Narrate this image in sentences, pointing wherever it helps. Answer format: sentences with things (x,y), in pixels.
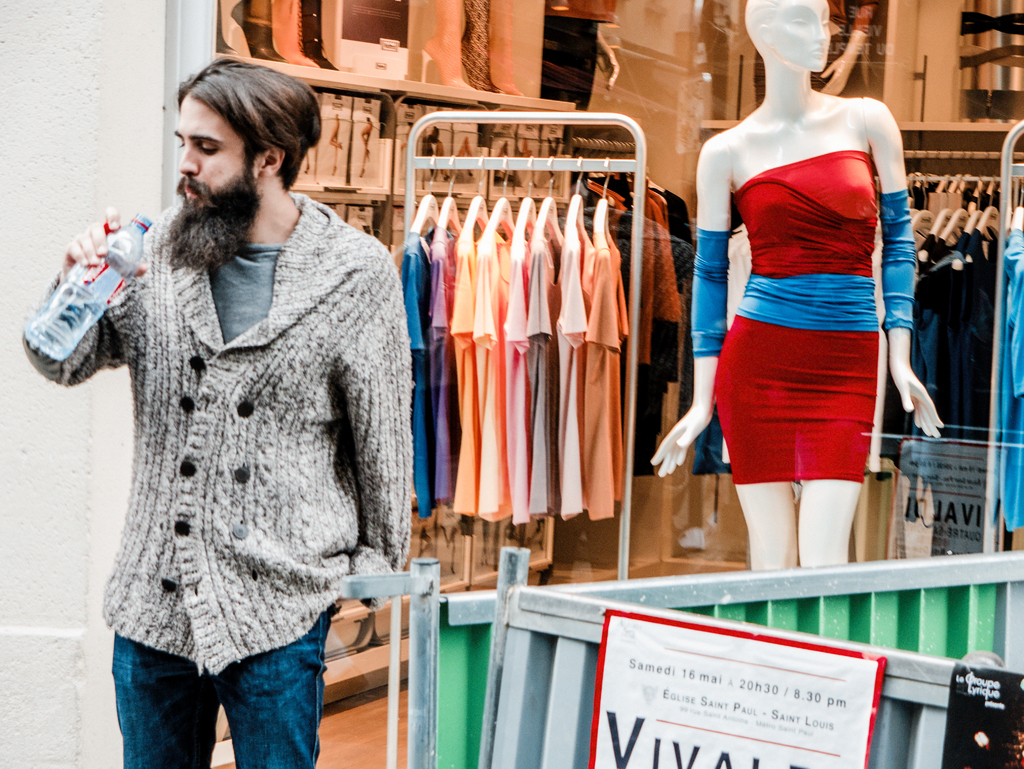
In this image we can see a person (394,435) drinking water (72,293), behind him there is a mannequin (805,522), hanger stands (591,118), closet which clothes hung to it and few other objects (883,624), on the bottom right corner (1018,766) there is a poster (689,760) with some text (719,762).
